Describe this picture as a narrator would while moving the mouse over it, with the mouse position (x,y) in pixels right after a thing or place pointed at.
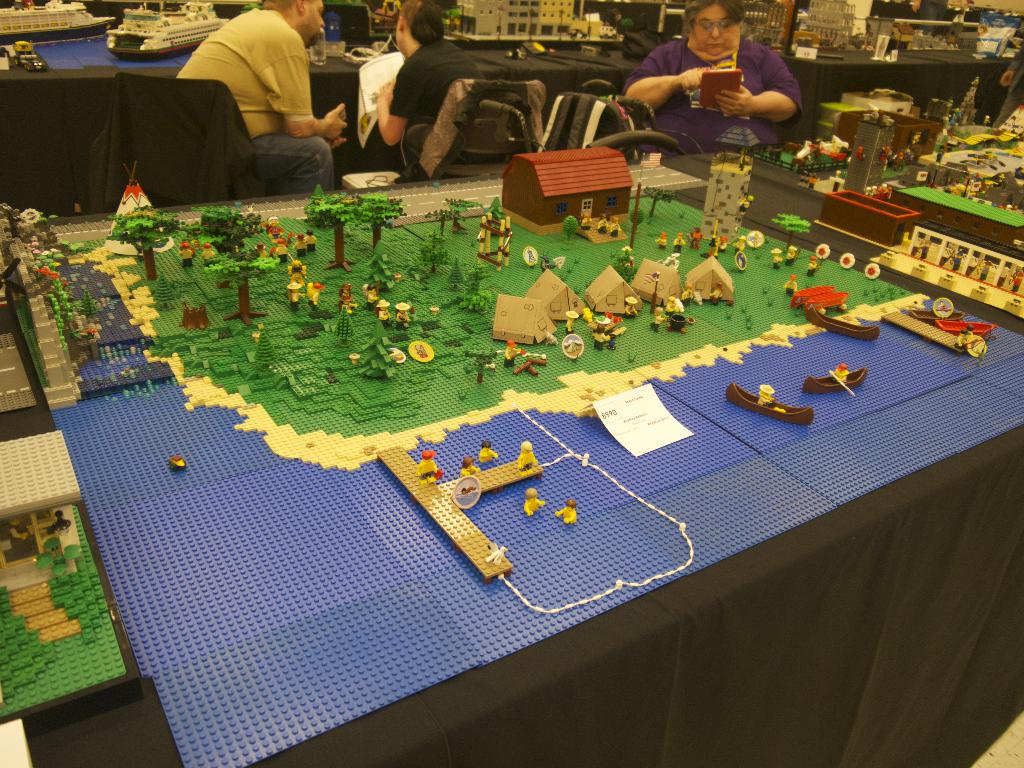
Here I can see a table (687,617) which is covered with a black color cloth (787,639). On the table (646,219) there is a Lego (334,342). At the top (248,76) there are few people (307,69) sitting on the chairs (223,106). One person (721,51) is holding a device (714,94) in the hands (732,106) and looking into the device (727,89). In the background (56,14) there are many Lego sets (760,31).
